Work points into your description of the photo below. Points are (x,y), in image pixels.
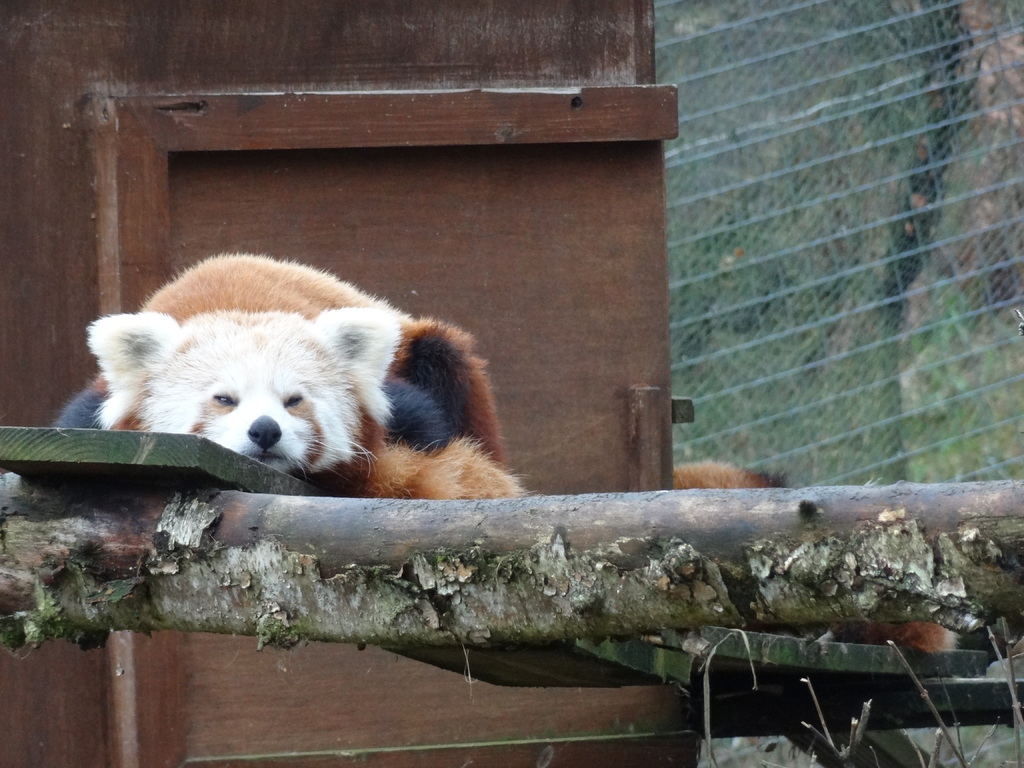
In the image in the center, we can see one wood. On the wood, we can see one red panda (282,363), which is in brown, white and black color. In the background (287,174) there is a wooden wall (496,193), one more red panda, fence (809,229) and the grass (808,250).
